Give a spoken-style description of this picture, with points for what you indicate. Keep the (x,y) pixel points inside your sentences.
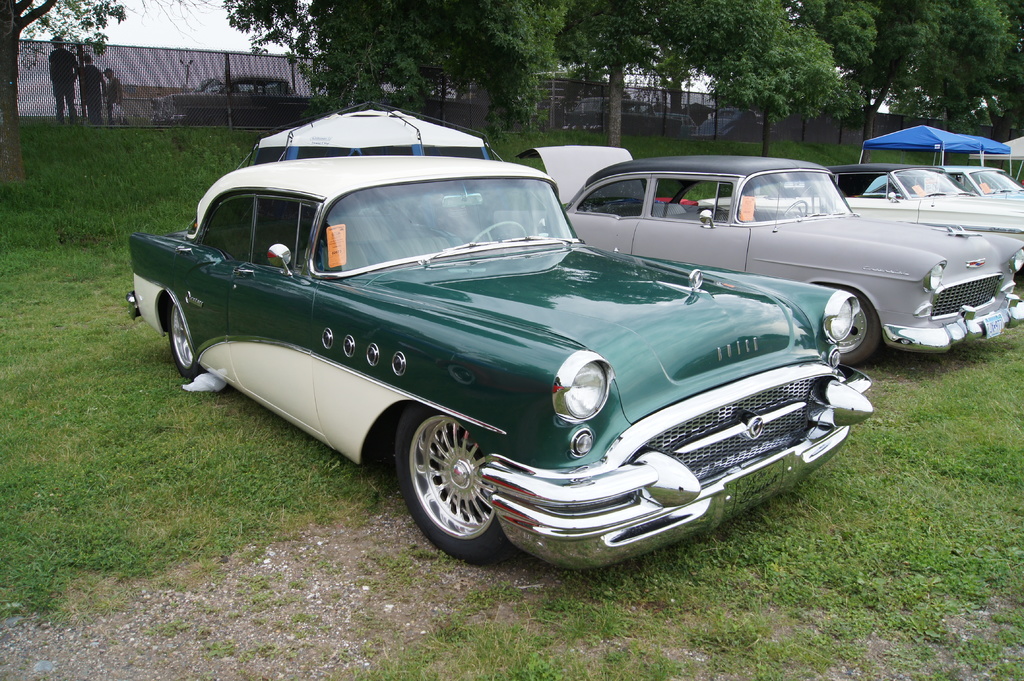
In this image we can see a few vehicles (517,228), there are some trees (504,74), people (90,107), tents (909,135), fence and grass (149,365), in the background (225,41), we can see the sky (224,18).
